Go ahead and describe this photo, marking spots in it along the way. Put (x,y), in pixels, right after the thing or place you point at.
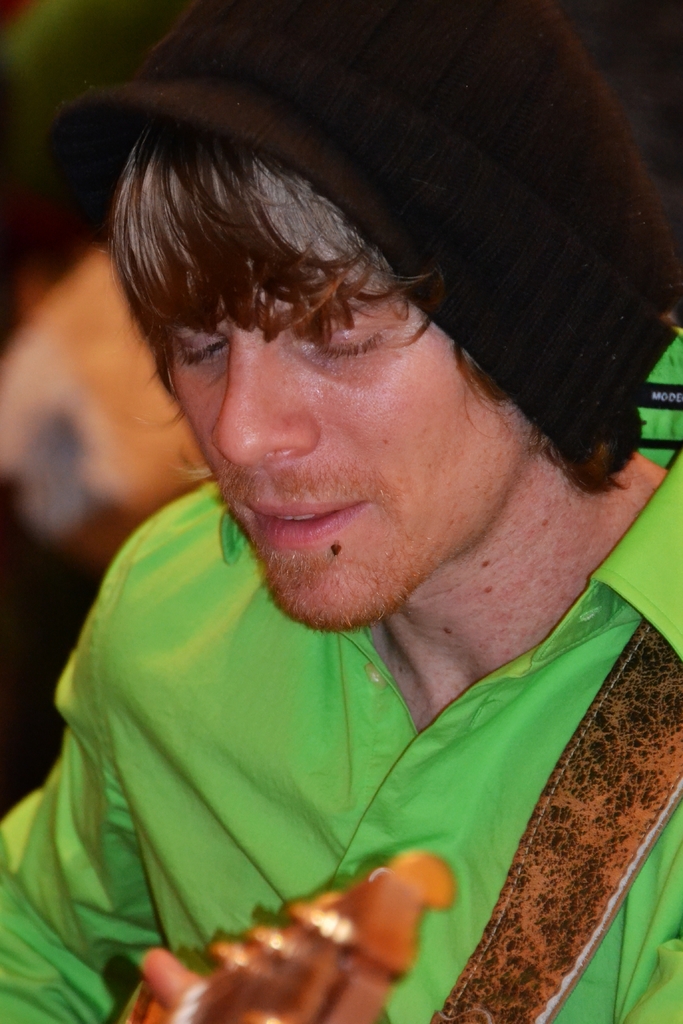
In this image there is a man (344,571) in the center (268,676) holding a musical instrument (420,861) in his hand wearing a black colour hat (463,215).
